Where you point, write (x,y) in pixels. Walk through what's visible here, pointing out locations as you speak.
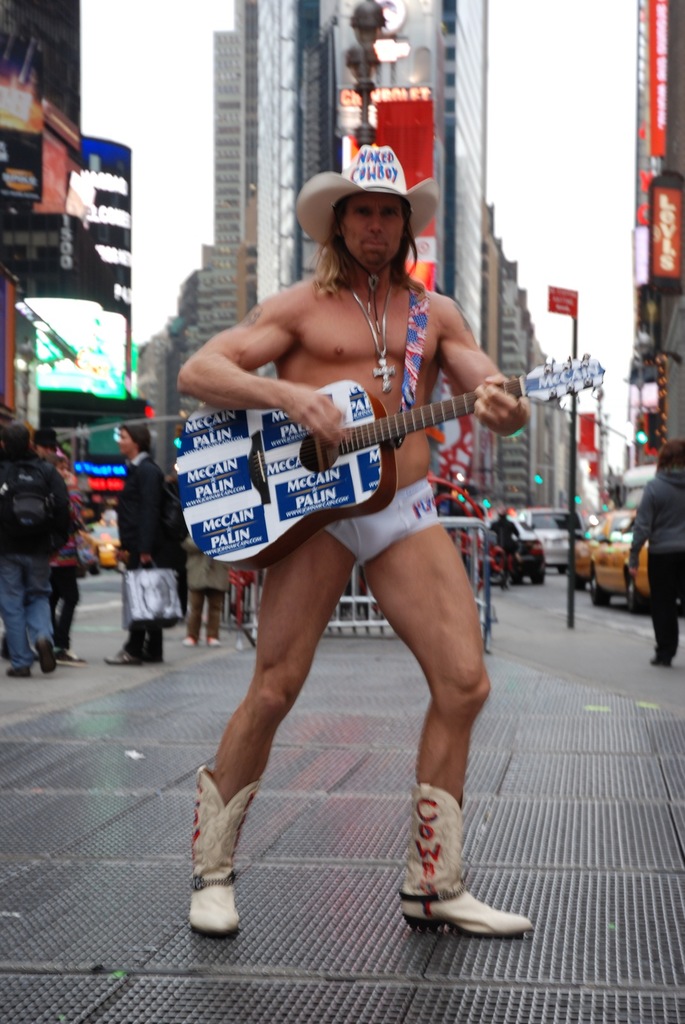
A person (373,208) wearing hat (401,183) chain (385,358) and boots (199,912) is playing guitar (305,444). In the background (468,183) there are buildings (458,83), persons (126,504) standing with cover (154,580), poles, vehicles (609,530), flags (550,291) and banners (84,187).
